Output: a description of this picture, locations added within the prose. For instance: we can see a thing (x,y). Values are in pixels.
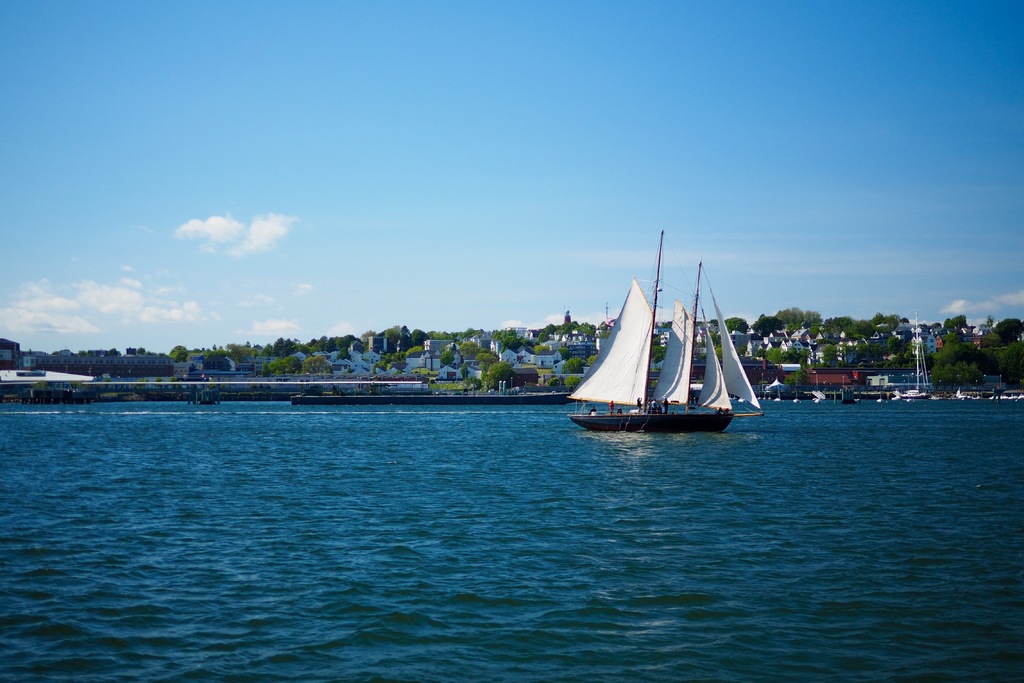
In the image we can see a boat (602,415) in the water (494,428). There are many buildings (508,349) and trees (417,348). Here we can see water (405,494) and pale blue sky (375,216).
